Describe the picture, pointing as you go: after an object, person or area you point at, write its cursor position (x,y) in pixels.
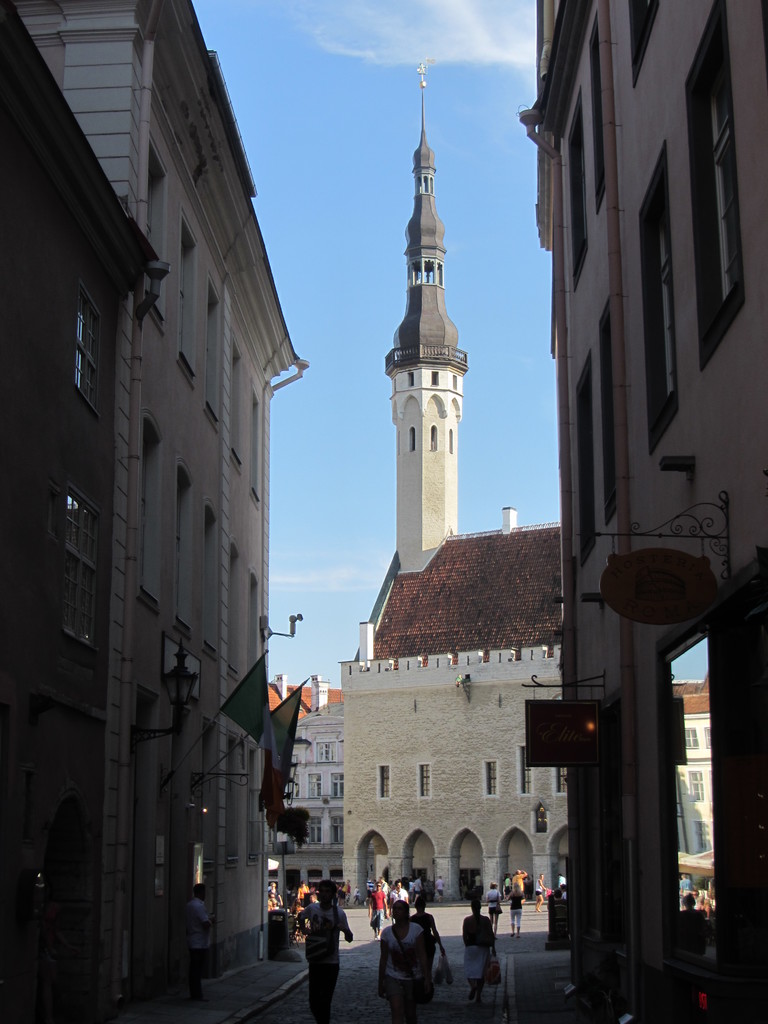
In this image I can see the group of people (399,948) with different color dresses (399,948). To the side of these people (193,924) there are buildings (27,799) and I can see the flags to one of the building (173,799). In the back (308,541) I can see the blue sky (390,268).
